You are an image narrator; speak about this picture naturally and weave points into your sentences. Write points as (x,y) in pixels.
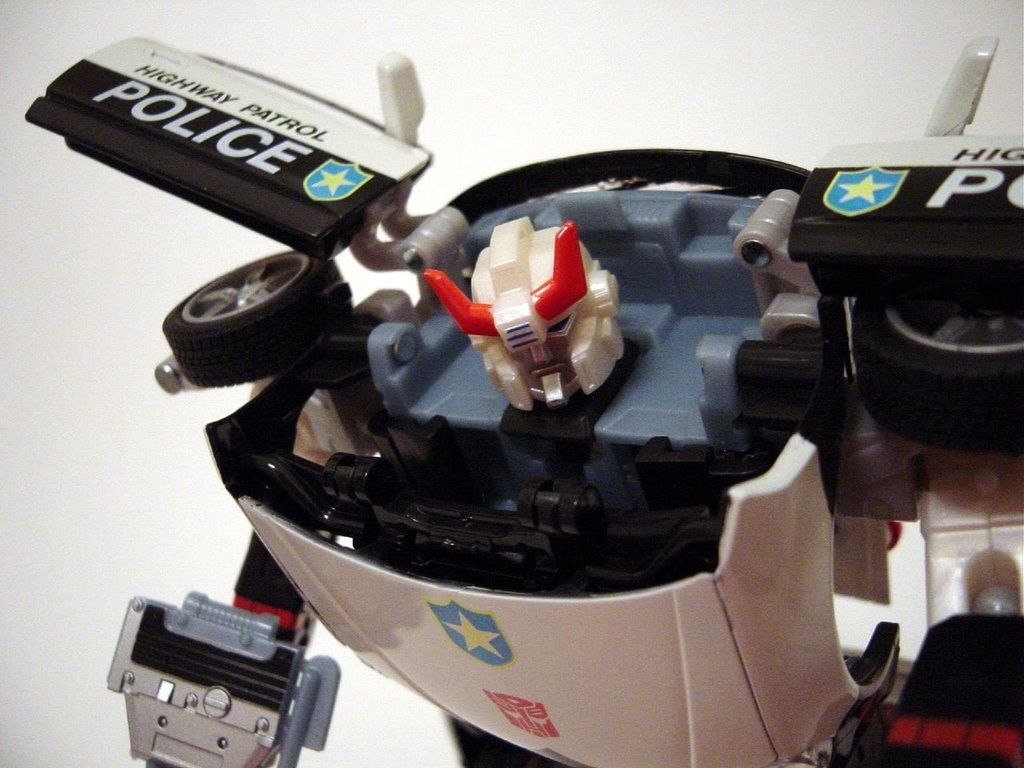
In the image we can see a robot (646,526), this is a printed text (179,102).
